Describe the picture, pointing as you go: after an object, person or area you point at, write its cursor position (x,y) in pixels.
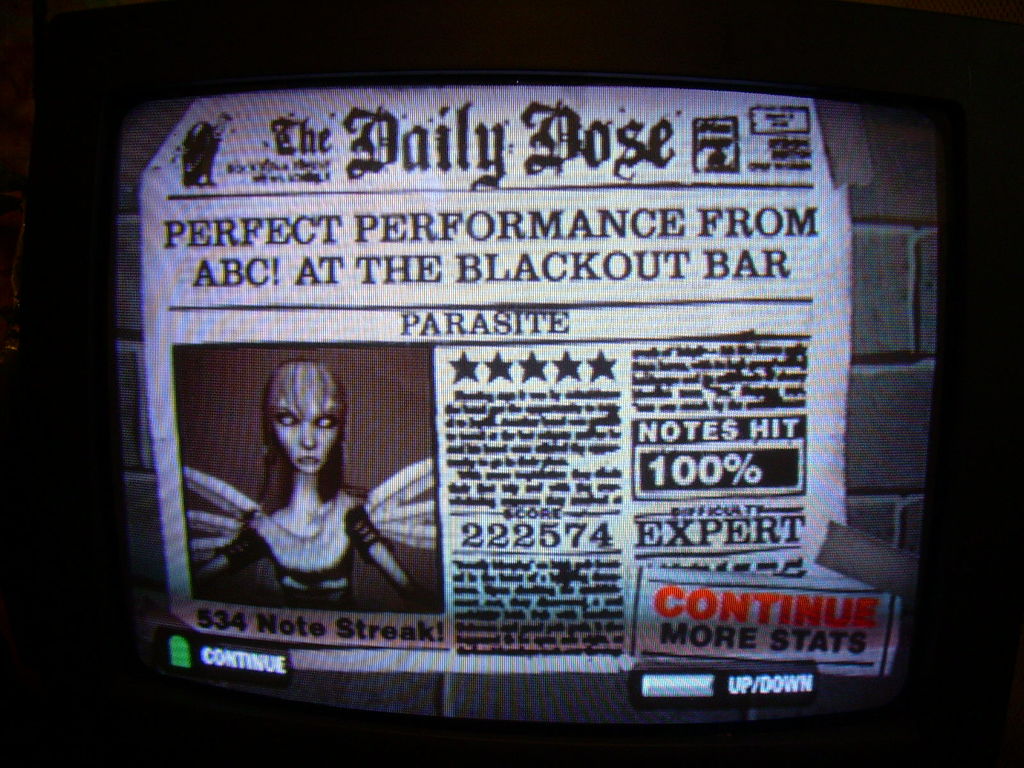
In this image, I can see a television screen (249,657). On the screen (206,514), there is a newspaper (326,640) with the words (517,398), numbers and a cartoon image (324,553). This newspaper (795,422) is attached to the wall (874,413).
